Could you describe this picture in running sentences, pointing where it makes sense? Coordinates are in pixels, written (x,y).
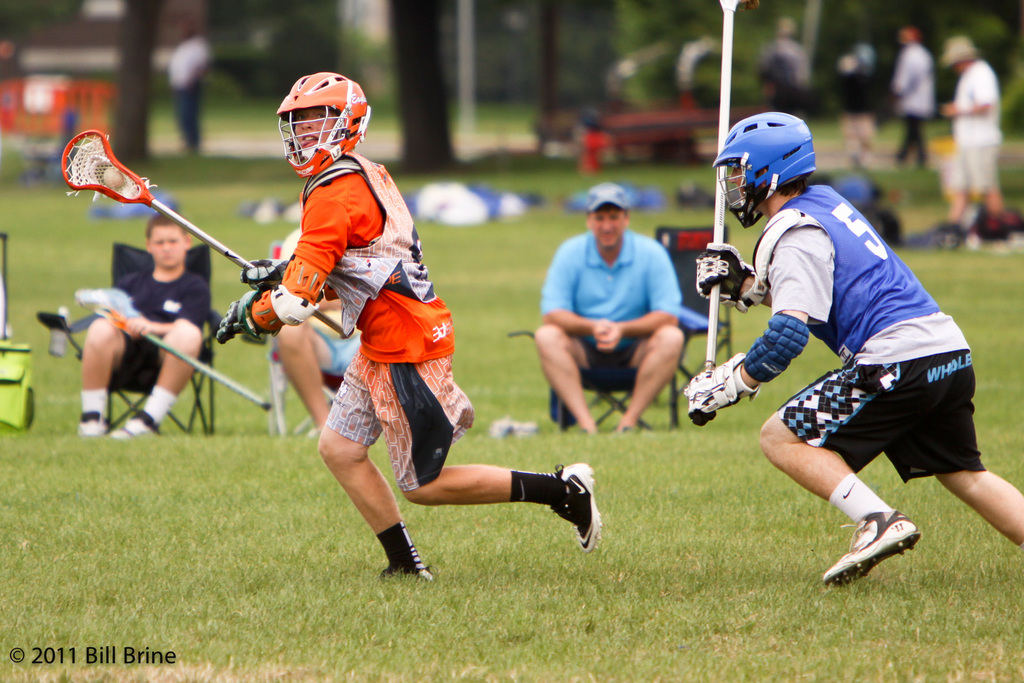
In this image in the center (357,237) there are two persons (422,311) who are holding some sticks (715,319), and playing something. In the background (627,261) there are some people (563,267) some of them are sitting and some of them were walking, and at the bottom (392,627) there is grass (917,622) and in the background (349,56) there are some trees (429,63), buildings (72,70), benches (692,137) and some other objects (23,109).
